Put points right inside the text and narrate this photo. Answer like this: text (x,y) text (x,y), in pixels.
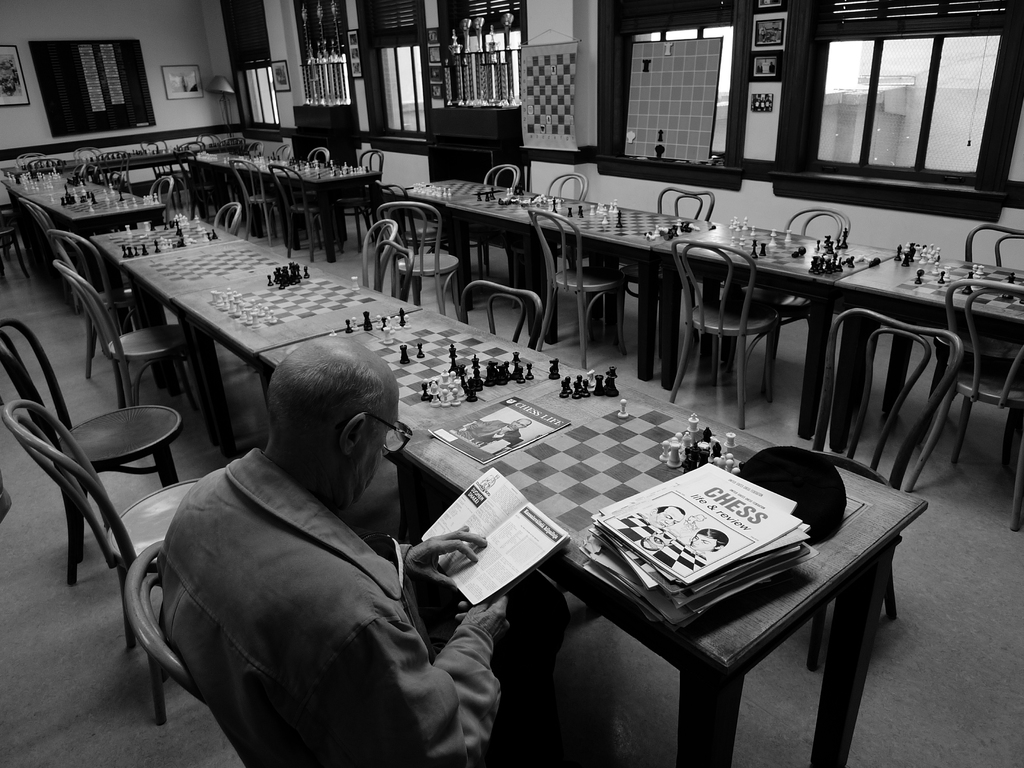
The image looks like it is clicked inside a game zone room (608,137). And the chess game (843,258) is arranged on all the tables (146,289) along with chairs (820,422). In the front (268,606) there is a man (195,566) sitting and reading a book (494,496). To the right (931,180) there are windows (919,71) and wall (277,50). And some frames (100,124) are attached on the walls (217,56).
